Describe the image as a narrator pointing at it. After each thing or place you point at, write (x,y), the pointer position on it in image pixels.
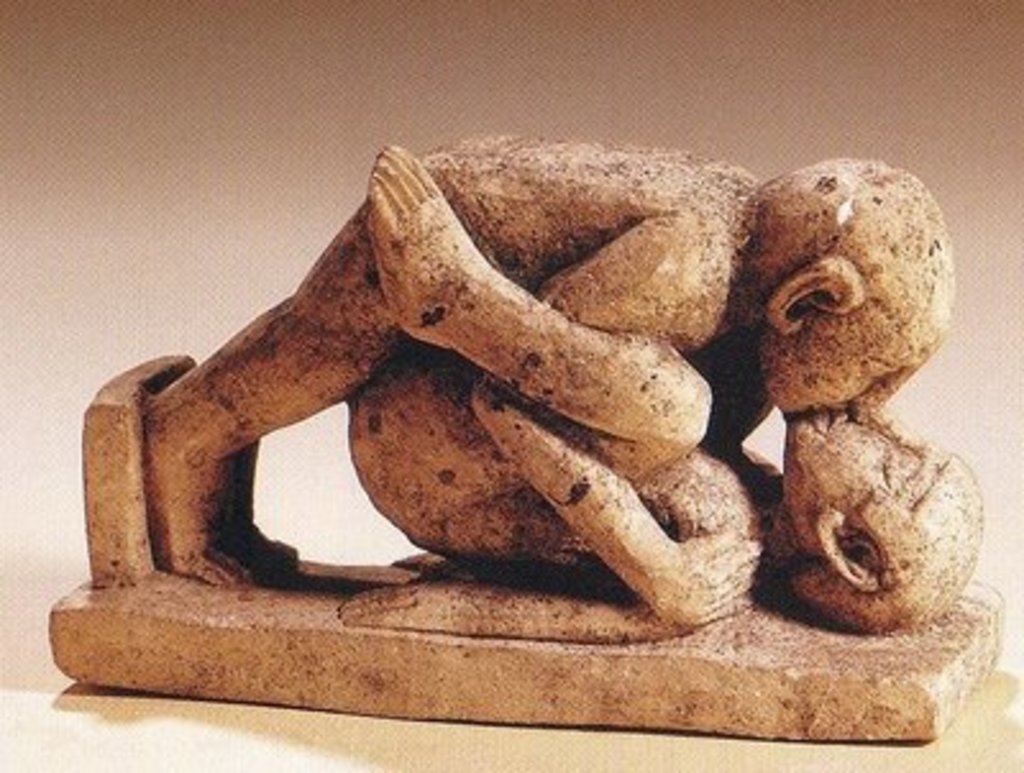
In this picture we can see a statue (670,224) of persons (733,294), who are kissing.
